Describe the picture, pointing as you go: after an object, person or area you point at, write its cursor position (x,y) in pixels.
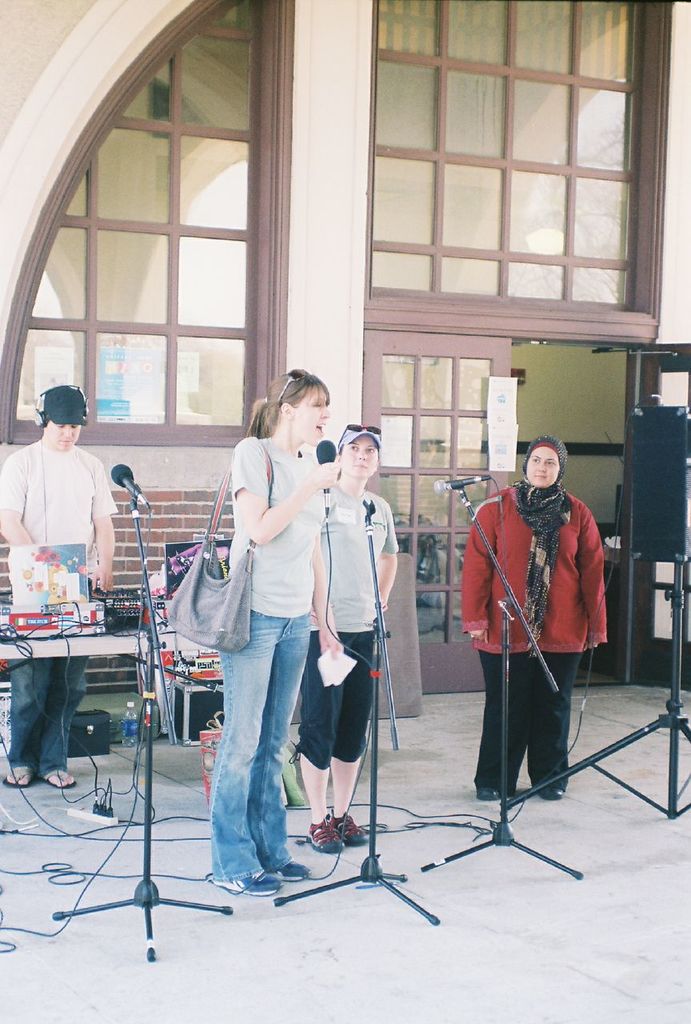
In this image there are group of persons (364,638) who are standing on the floor (411,791) in front of them there are microphones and at the background (260,382) there is a building (395,303).
